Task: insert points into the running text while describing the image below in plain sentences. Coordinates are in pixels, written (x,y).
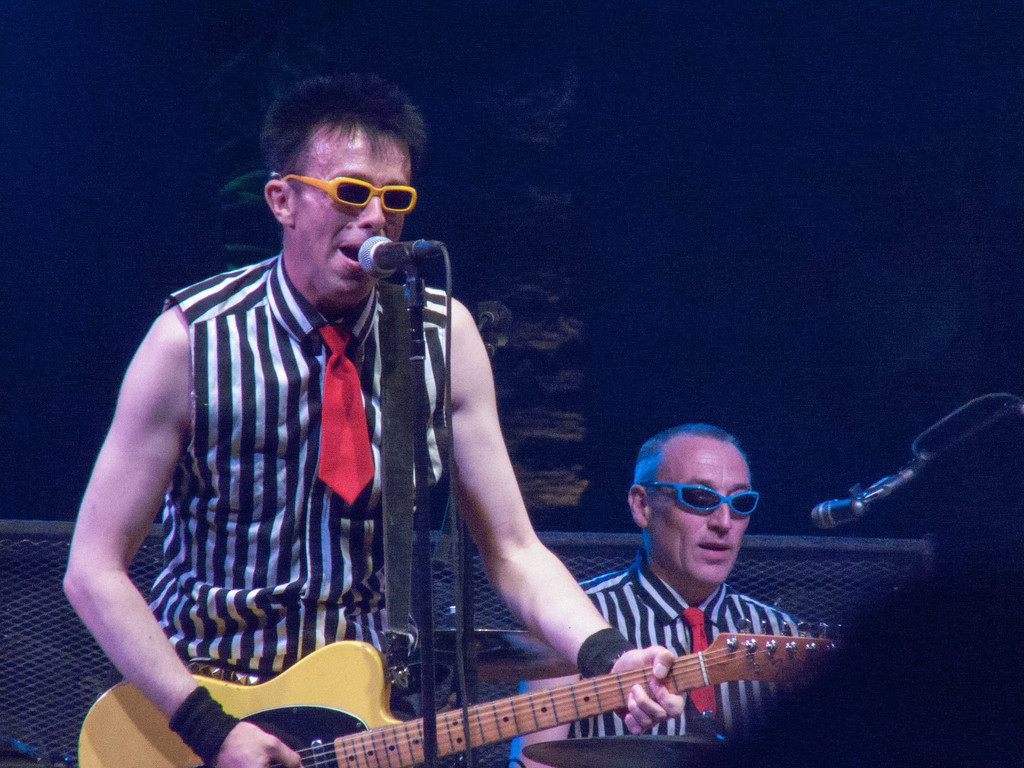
In this image we can see a person (332,527) standing while holding a guitar (309,705) in his hands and playing it. There is a mic (397,252) in front of him through which he is singing. In the background (639,613) we can see a person (723,560) sitting.
